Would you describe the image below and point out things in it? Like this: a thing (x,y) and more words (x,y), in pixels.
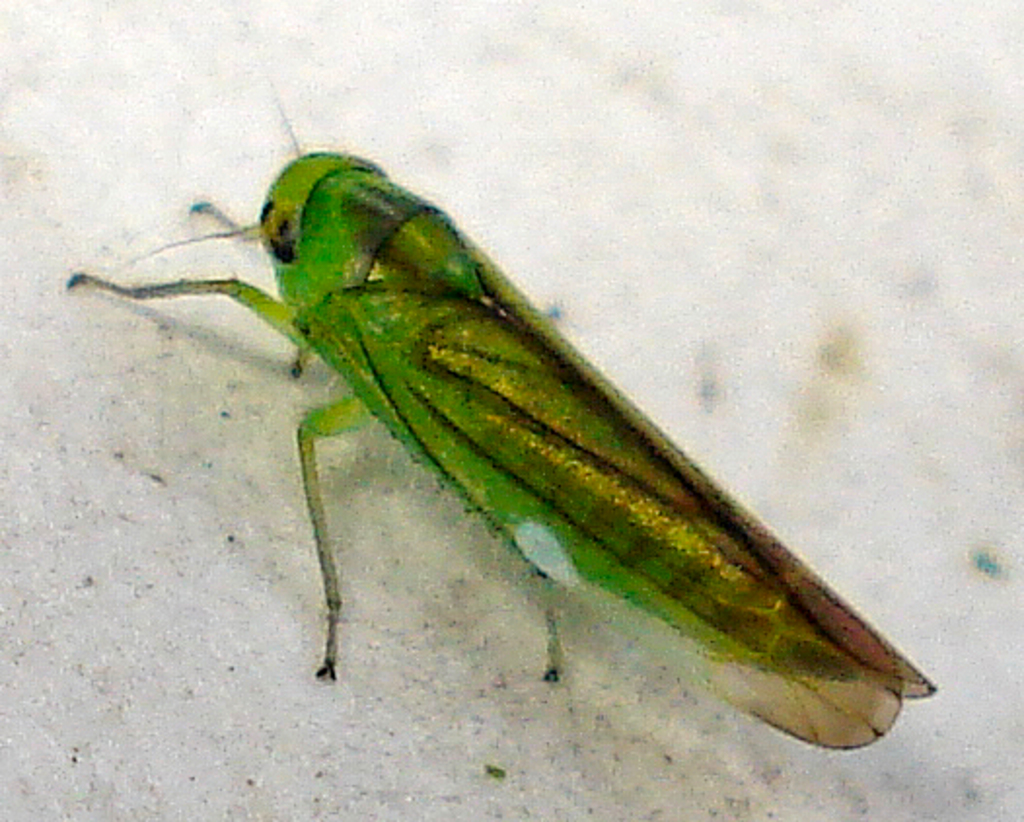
In this picture there is an insect (622,578) on the marble (118,576) and the insect (818,687) is in green and in brown color.
